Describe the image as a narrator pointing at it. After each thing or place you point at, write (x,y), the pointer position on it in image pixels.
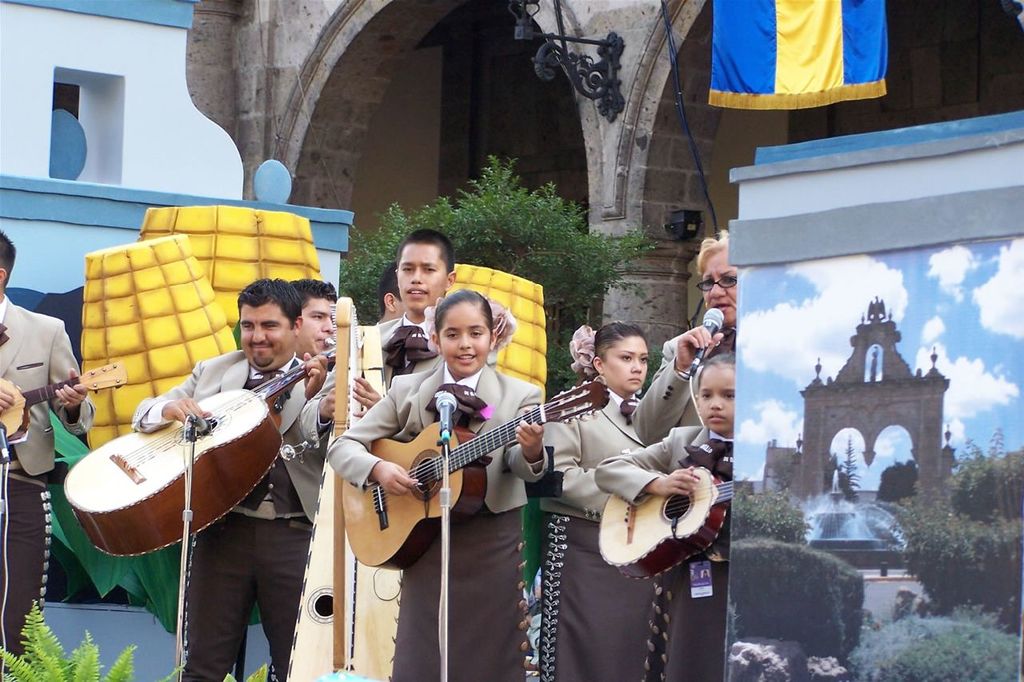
As we can see in the image there is a white color wall (174,160), tree (487,194), banner (886,357), building (664,169) and few people (617,432) holding guitar (93,456) in their hands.
